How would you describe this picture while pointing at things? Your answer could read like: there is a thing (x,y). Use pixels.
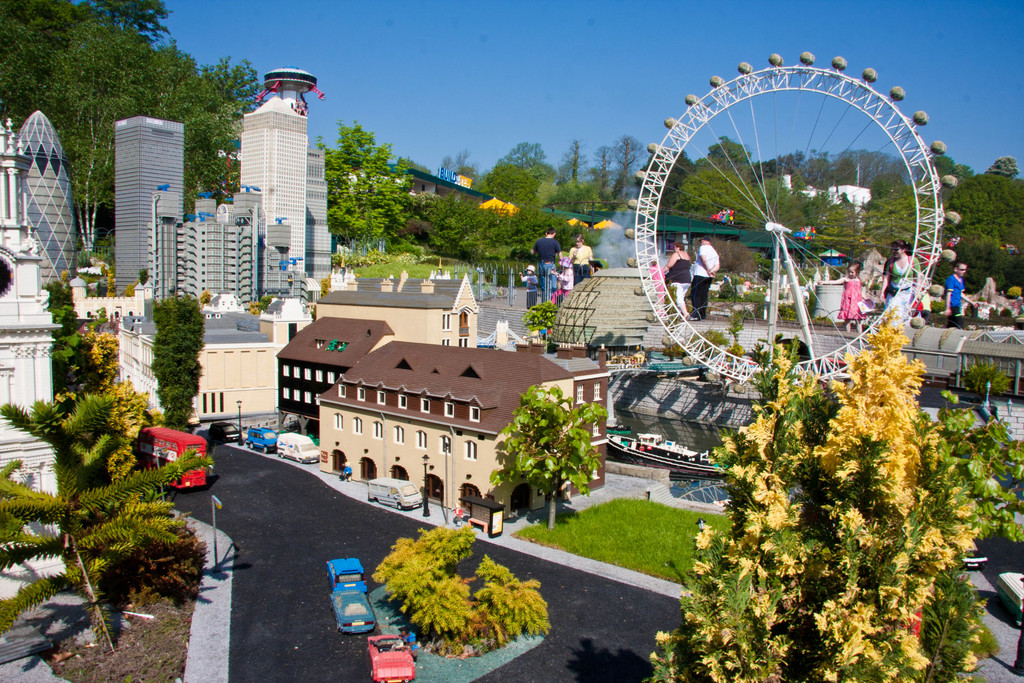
In this image it looks like a miniature (232,412) in the foreground (299,353), There is a road (328,643), there are vehicles (404,506), buildings (258,352), trees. There are people (565,291), trees (886,210), buildings (587,342) and there is a metal object (698,113) on the right corner (778,240). There are trees (519,154) in the background (92,30). And there is sky (624,73) at the top (624,73).
